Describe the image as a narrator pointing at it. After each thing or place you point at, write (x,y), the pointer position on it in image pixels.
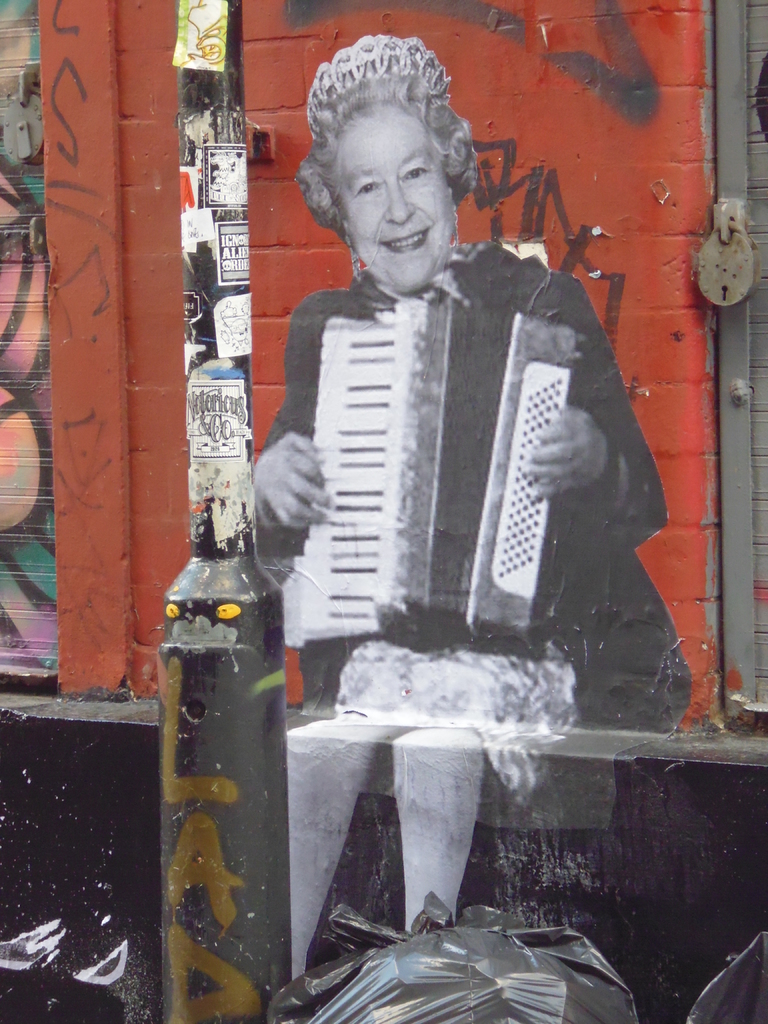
In the center of the image (311,395) we can see graffiti (11,187) and painting (406,297) of a person (353,228) to the wall (308,228). In the middle of the image (256,664) we can see a pole (221,598). On the right side of the image (759,488) we can see lock (734,270), shutter (759,251). At the bottom of the image (434,921) we can see plastic covers (453,970).
